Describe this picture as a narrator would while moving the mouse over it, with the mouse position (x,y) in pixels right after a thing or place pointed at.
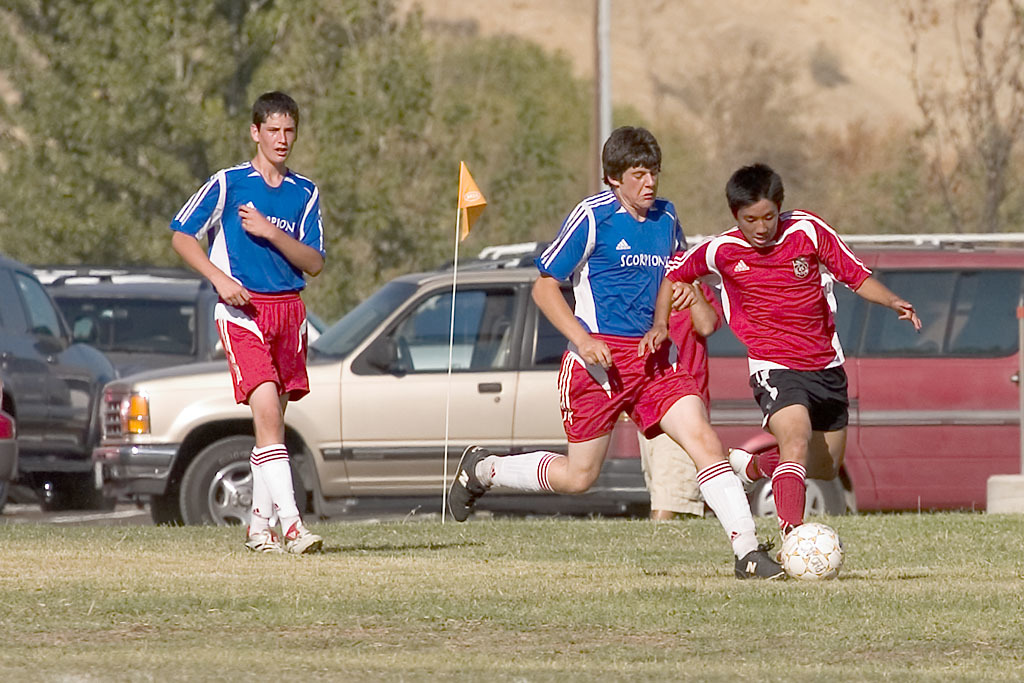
This is a picture of 3 persons (743,279) playing the football in the ground (883,594) and in the back ground (419,457) there is a car (516,305), small flag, tree (465,90).
